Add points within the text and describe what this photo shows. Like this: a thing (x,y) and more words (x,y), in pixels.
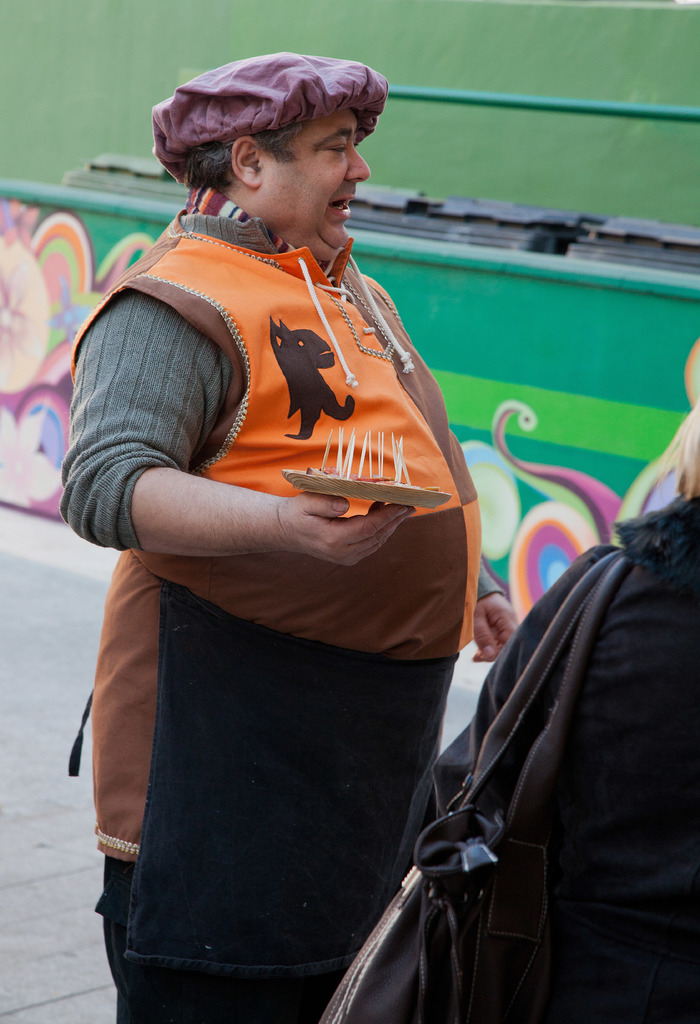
This image consists of two persons (204,740). In the front (252,483), there is a man (269,707) holding a plate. He is wearing an apron (222,777). At the bottom (69,909), there is a road (18,733). In the background (585,161), there is a wall (535,170) and a green color board (505,405).
